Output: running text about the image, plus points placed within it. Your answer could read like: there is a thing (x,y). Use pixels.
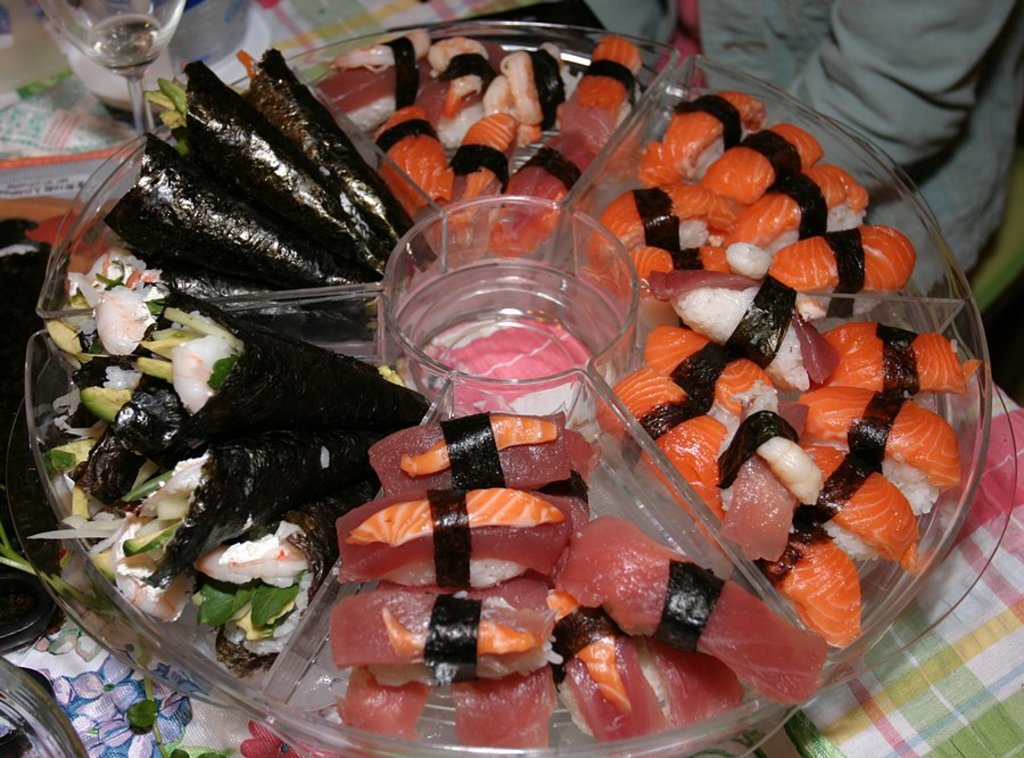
Here I can see a table (1023,538) which is covered with a cloth (897,717). On the table (886,725), there is a plate (317,240), glass (148,43) and then some more objects (4,662) are placed. On the plate (436,544), I can see meat (368,554) and some food items (254,264). Beside the table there is a person (911,84) sitting on a chair (1010,271).
